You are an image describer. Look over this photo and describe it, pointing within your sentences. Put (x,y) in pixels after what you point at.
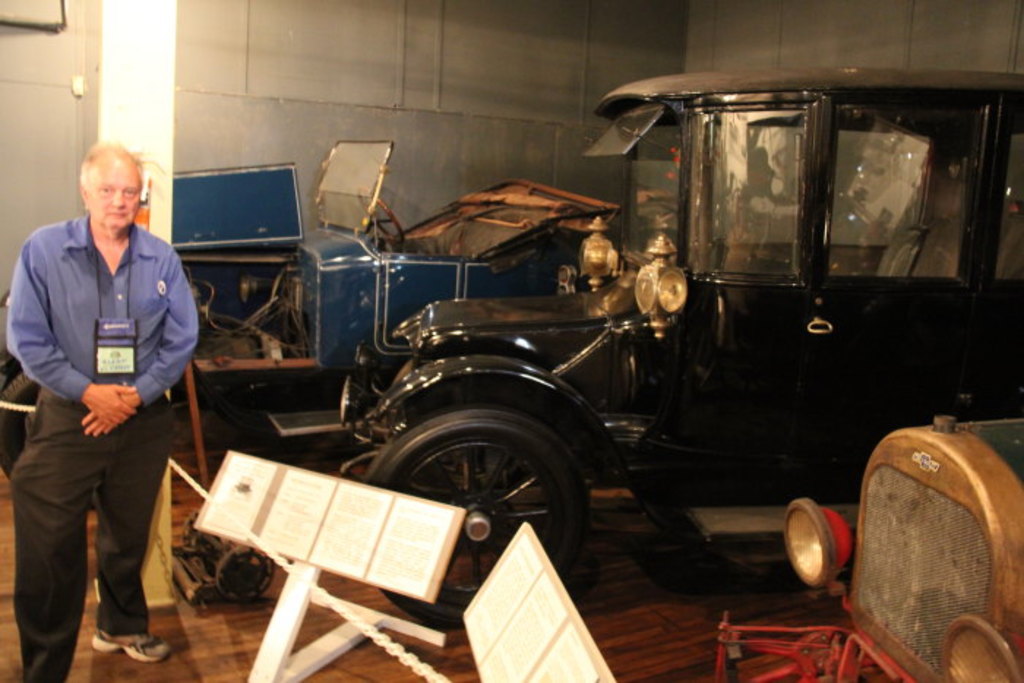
This picture is clicked inside the room (353,458). On the left (101,241) we can see a person (60,280) wearing shirt (64,319) and standing on the floor (193,656) and we can see the boards (481,612) attached to the stands (301,615) and we can see the vehicles (957,539) parked on the ground (781,598) and we can see there are some objects (259,585) lying on the ground (316,446). In the background (499,28) we can see the wall (514,63) and some other objects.
